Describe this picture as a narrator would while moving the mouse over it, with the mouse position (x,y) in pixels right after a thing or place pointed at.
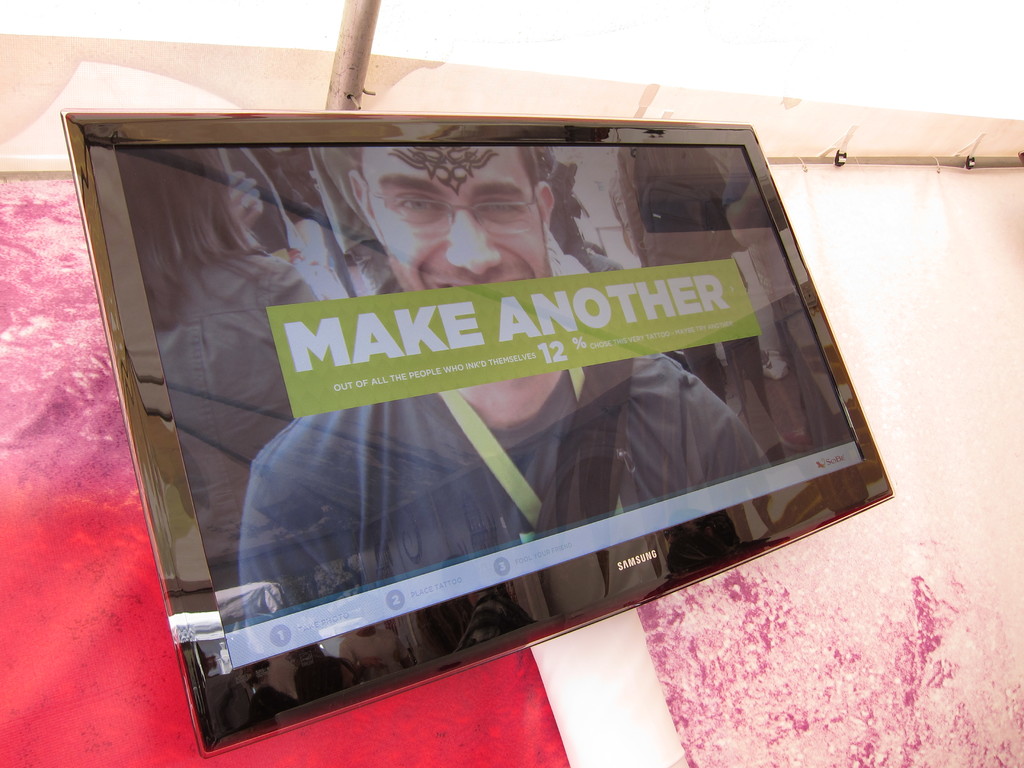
In this image we can see television (394,307) on a wall (533,667). On the screen (468,352) we can see text (461,328) and image (695,389) of a person (530,225).
